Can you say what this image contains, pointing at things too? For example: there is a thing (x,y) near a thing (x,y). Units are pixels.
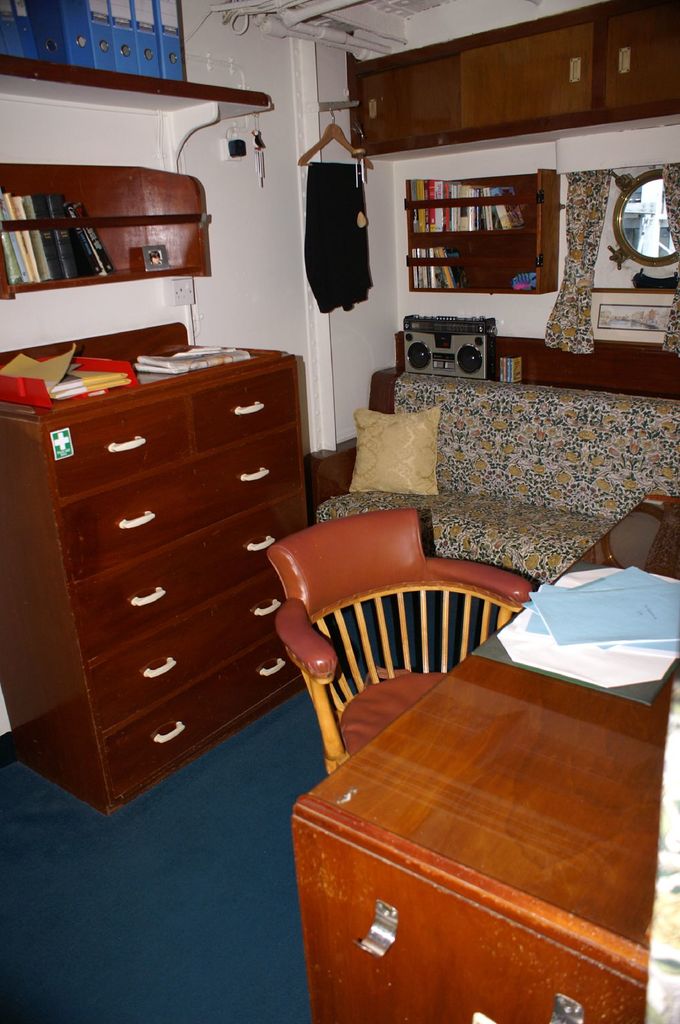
As we can see in the image there is a white color wall (212,180), a cloth (346,268), window (639,222), sofa (333,494), chair (377,582) and table (537,690). On table (537,829) there are papers (587,657).
